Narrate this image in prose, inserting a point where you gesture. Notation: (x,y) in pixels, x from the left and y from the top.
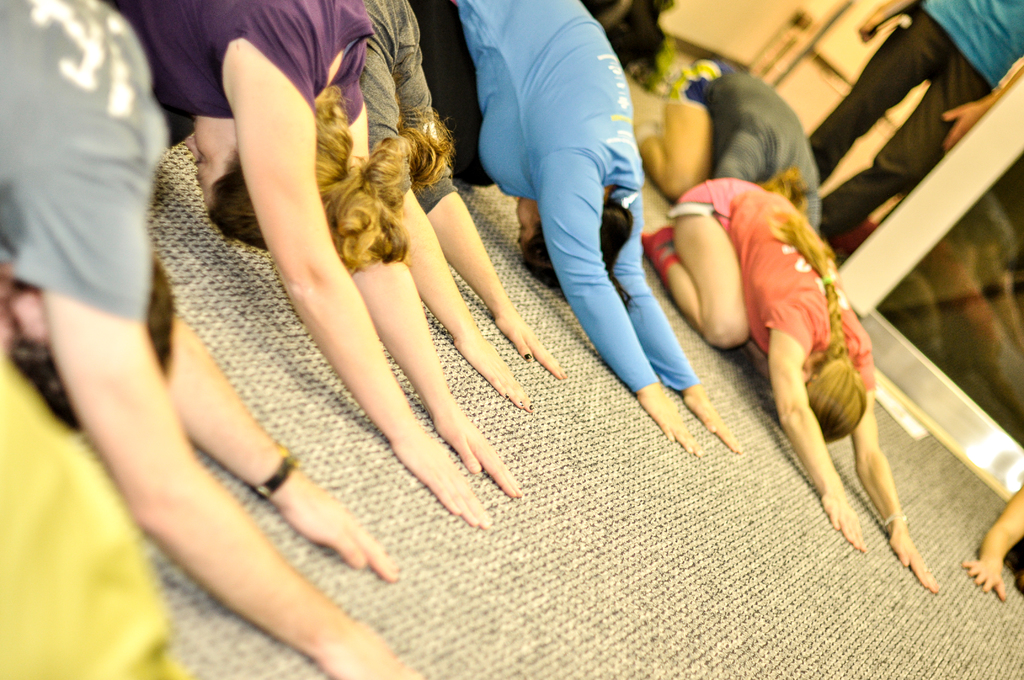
In this picture there is a group of girls (454,204) sitting on the mat (482,198), stretching their hands (149,463) and doing exercise. Behind there is a glass door (975,293).
